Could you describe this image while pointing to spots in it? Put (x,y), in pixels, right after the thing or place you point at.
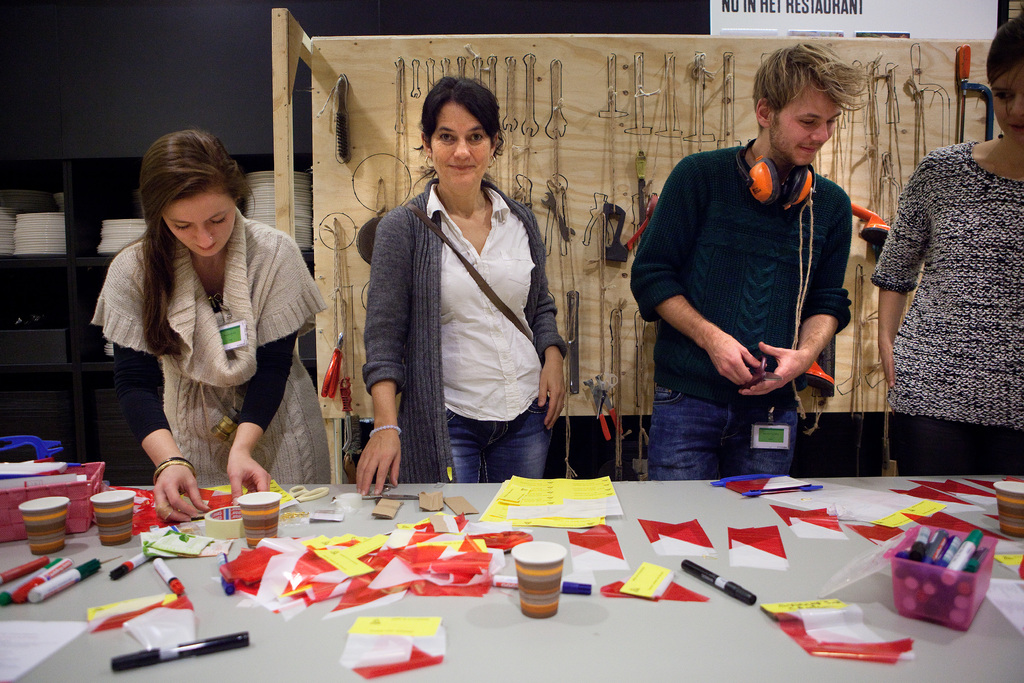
In this picture, we see three women (217,323) and a man (796,230) are standing. The man (691,322) and the woman (405,349) in the middle (423,378) are smiling. In front of them, we see a table (596,634) on which the papers (340,558), flags (328,565), markers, a pink basket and a pink box (904,548) containing the markers (935,534) are placed. Behind them, we see a wooden board (586,139) on which the tools (644,170) are hanged. On the left side (123,210), we see a rack (72,204) in which white plates (115,226) are placed. In the background (127,20), we see a black wall (487,26). In the right top (732,33), we see a white color board (712,26) with some text (822,12) written.
